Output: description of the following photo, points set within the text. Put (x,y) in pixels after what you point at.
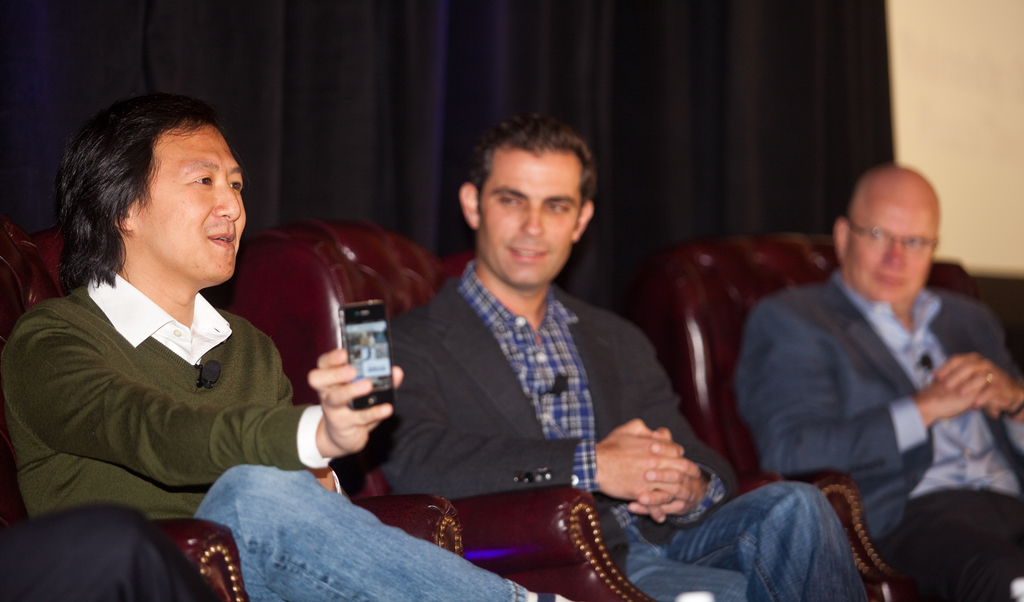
This shows that there are three men (527,410) sitting in their respective sofas (960,279). One man (327,501) is showing a mobile (359,323) to someone. Two of them (868,316) were staring at the third man (180,283). In the background (271,75) there is a curtain (277,86) and a wall (972,73) here.
